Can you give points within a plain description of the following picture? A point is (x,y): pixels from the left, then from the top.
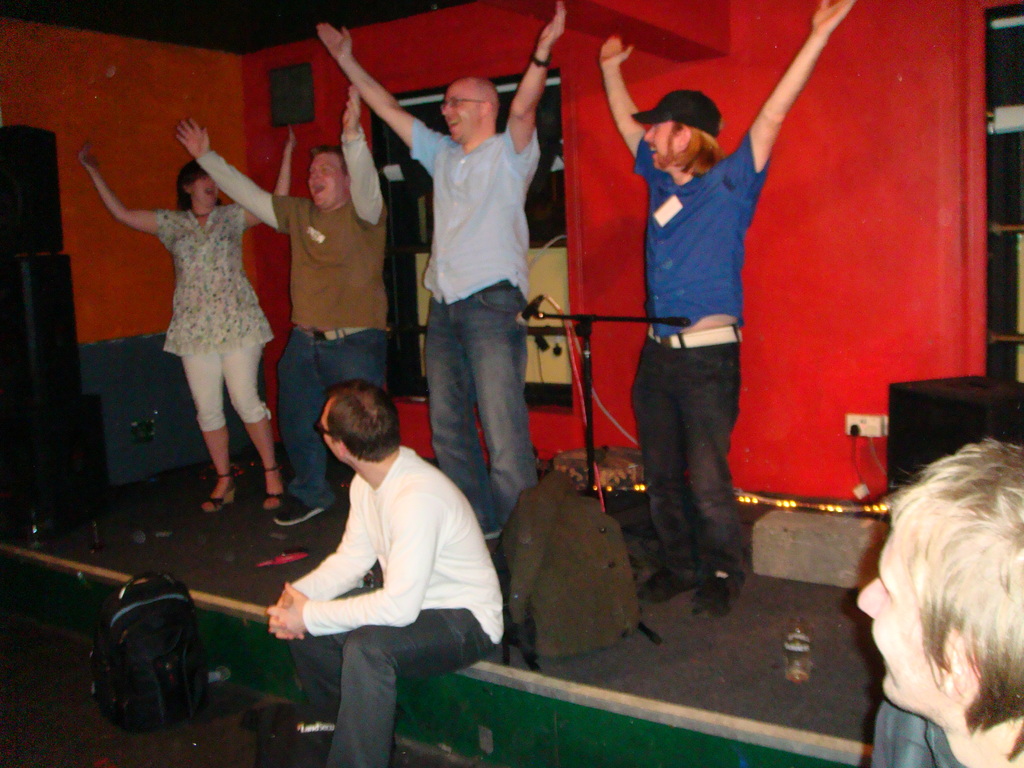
In this image, I can see four people (522,184) standing and raising their hands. Here is a person (457,619) sitting on the stage (595,665). This looks like a mike stand (588,487) and a bag (601,555). On the left side of the image (110,489), I can see the black color object (72,452). This is the wall (866,209). At the bottom right side of the image (917,629), I can see a person's head (931,584). Here is another bag (146,700), which is on the floor (62,756).
